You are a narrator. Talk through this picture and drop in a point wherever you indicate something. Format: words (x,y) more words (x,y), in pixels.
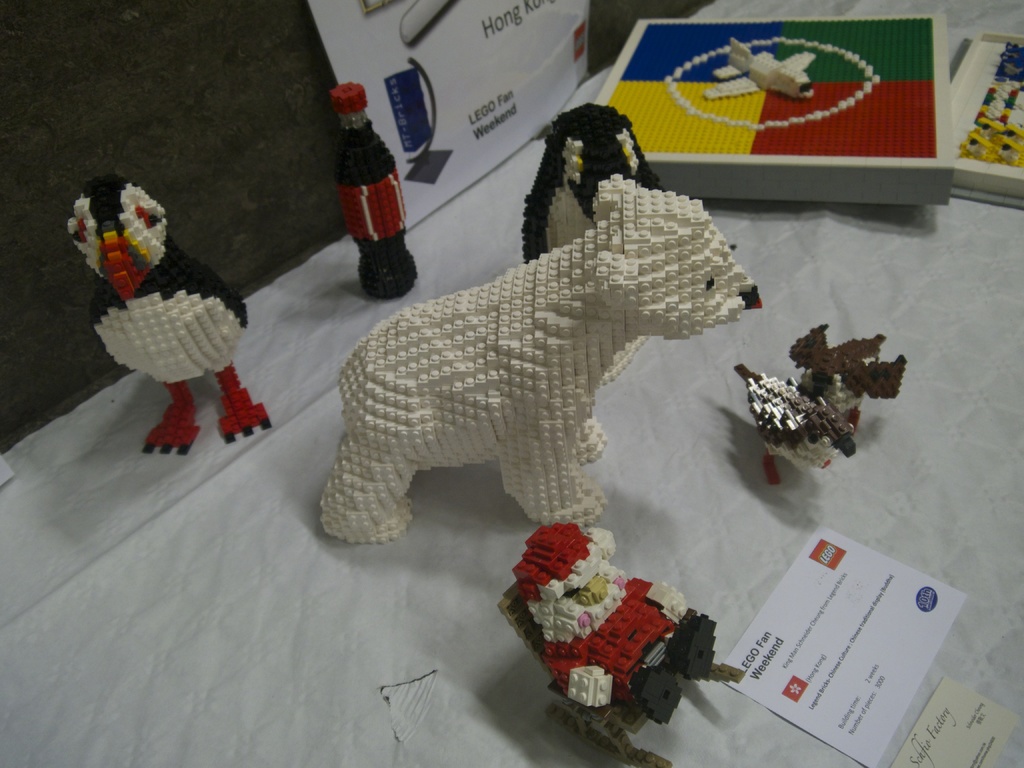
Here I can see few toys (634,279) which are made up of building blocks (565,255). Along with the toys (657,666) I can see two papers (872,697). At the top (286,47) there is a wall (251,99) to which a white color banner (437,68) is attached. On the banner (508,43), I can see some text (502,22).
